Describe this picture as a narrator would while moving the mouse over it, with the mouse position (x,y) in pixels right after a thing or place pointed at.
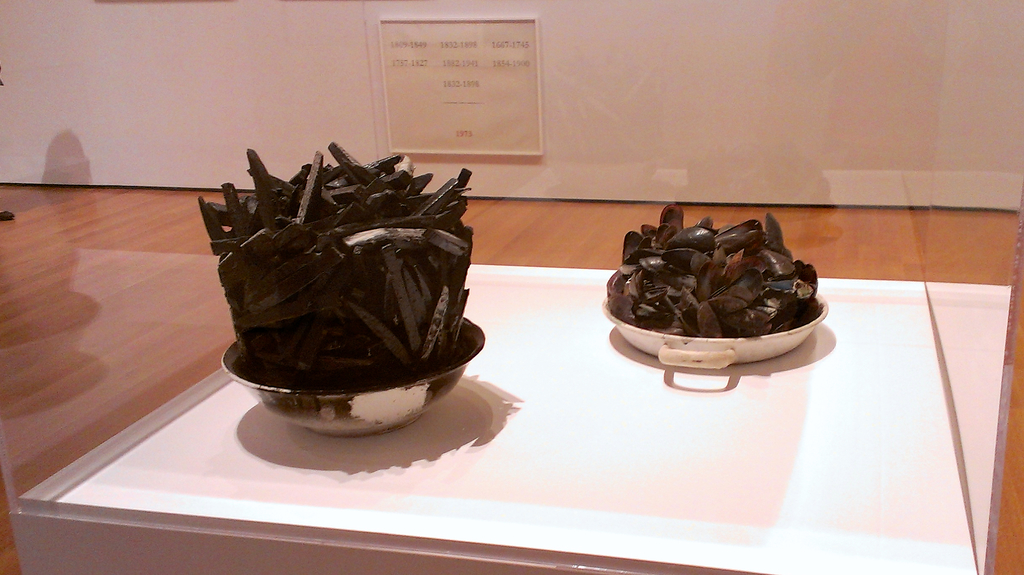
In this picture I can see food item (382,306) in the bowl (676,301). I can see the display glass box (572,425).
